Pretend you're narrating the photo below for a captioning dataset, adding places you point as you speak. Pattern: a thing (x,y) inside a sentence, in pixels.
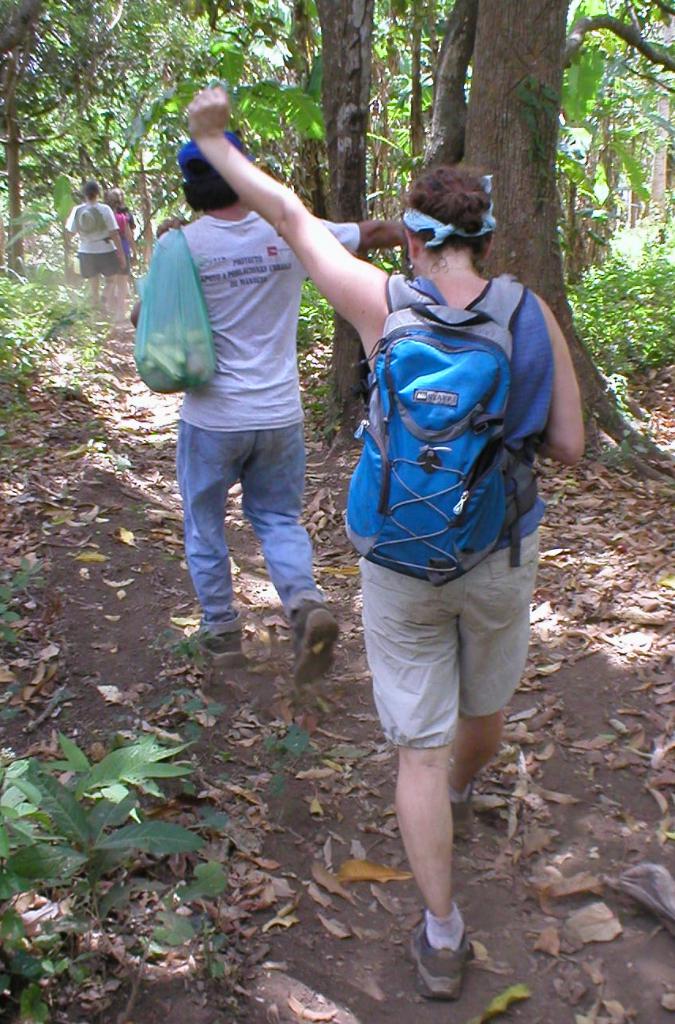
In this image I can see few person (193,457) walking on the road (173,603). The man (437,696) is wearing a bag (424,495). At the back side (318,61) there are trees (280,20).
